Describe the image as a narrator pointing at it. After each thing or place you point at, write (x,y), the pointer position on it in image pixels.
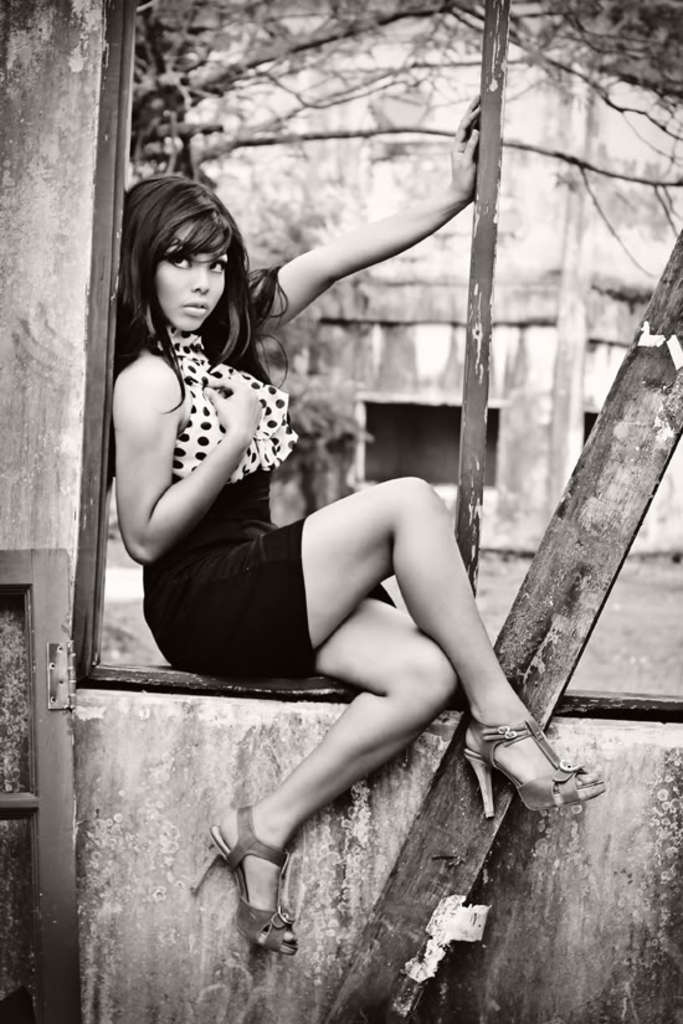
This is a black and white pic. We can see a girl (188,532) is sitting on the window door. At the bottom (41,766) we can see wooden objects (58,580). In the background (257,58) there is a tree (194,14) and a building (500,289).
